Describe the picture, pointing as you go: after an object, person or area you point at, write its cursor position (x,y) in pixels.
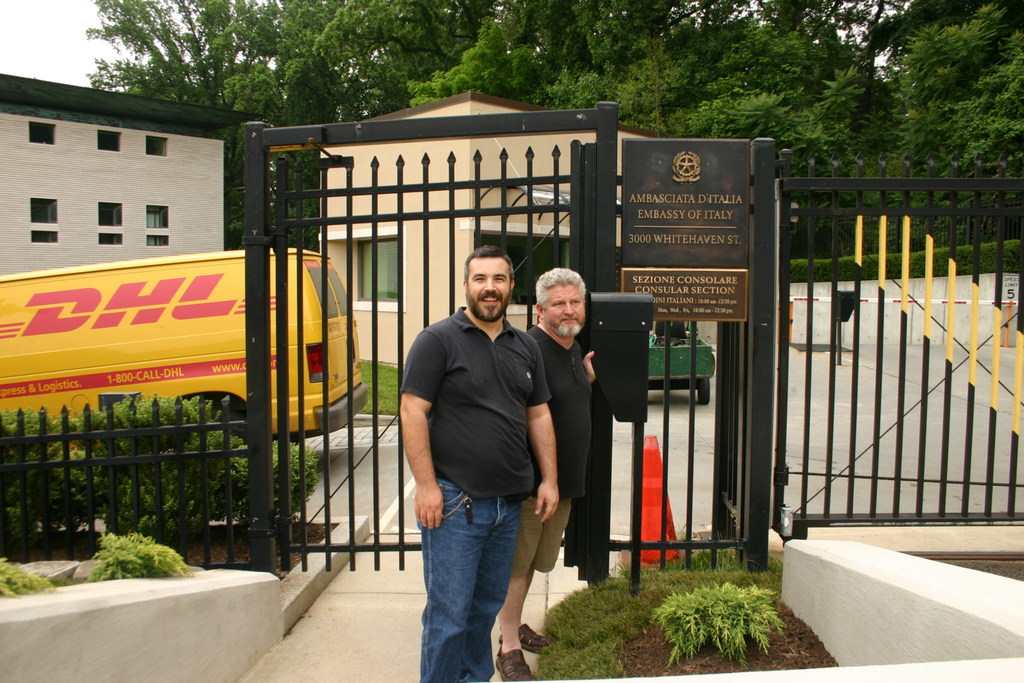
In this image we can see two persons (530,365) wearing black color T-shirts (500,383) standing near the gate (302,202), there are some plants (129,571) and in the background of the image (81,284) there is a vehicle (181,279) which is in yellow color, there is a house (68,200) and some trees (723,41).
